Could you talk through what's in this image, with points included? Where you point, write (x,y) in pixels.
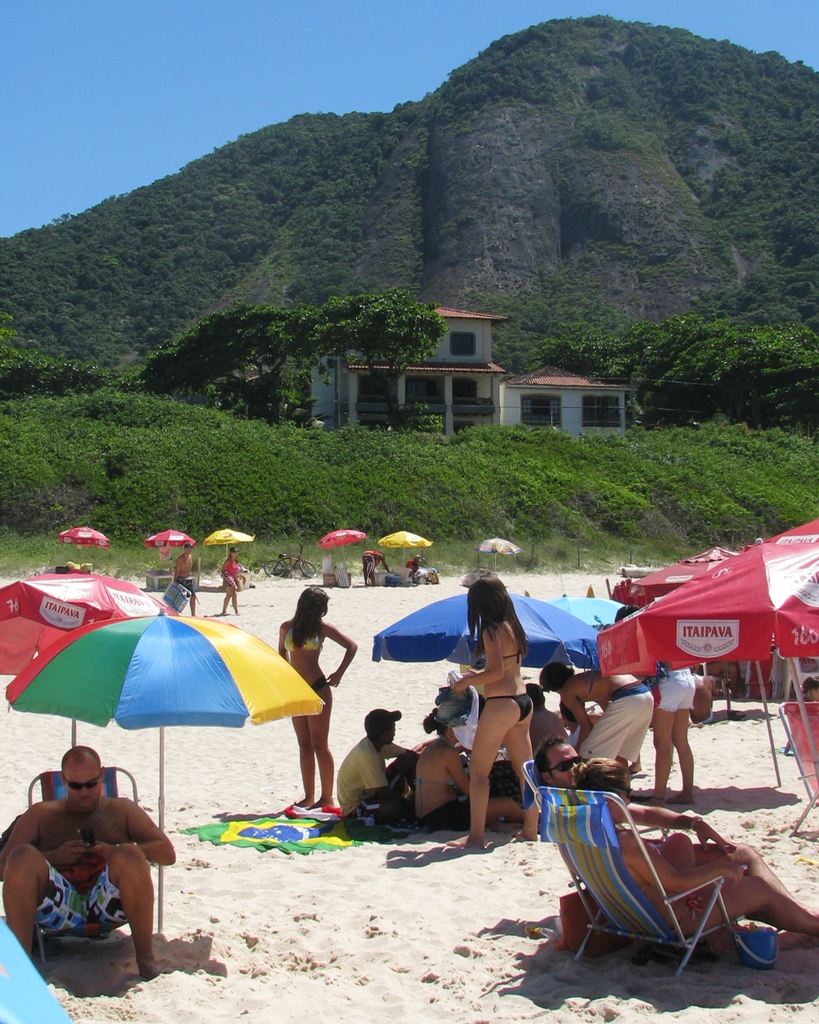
In this image we can see a few people (329,722) in the sand (512,857), there we can see few umbrellas (414,646), chairs (622,907), a building (405,372), few trees (373,295), plants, mountains (431,161) covered with trees (293,180) and plants (449,108) and the sky (214,112).
